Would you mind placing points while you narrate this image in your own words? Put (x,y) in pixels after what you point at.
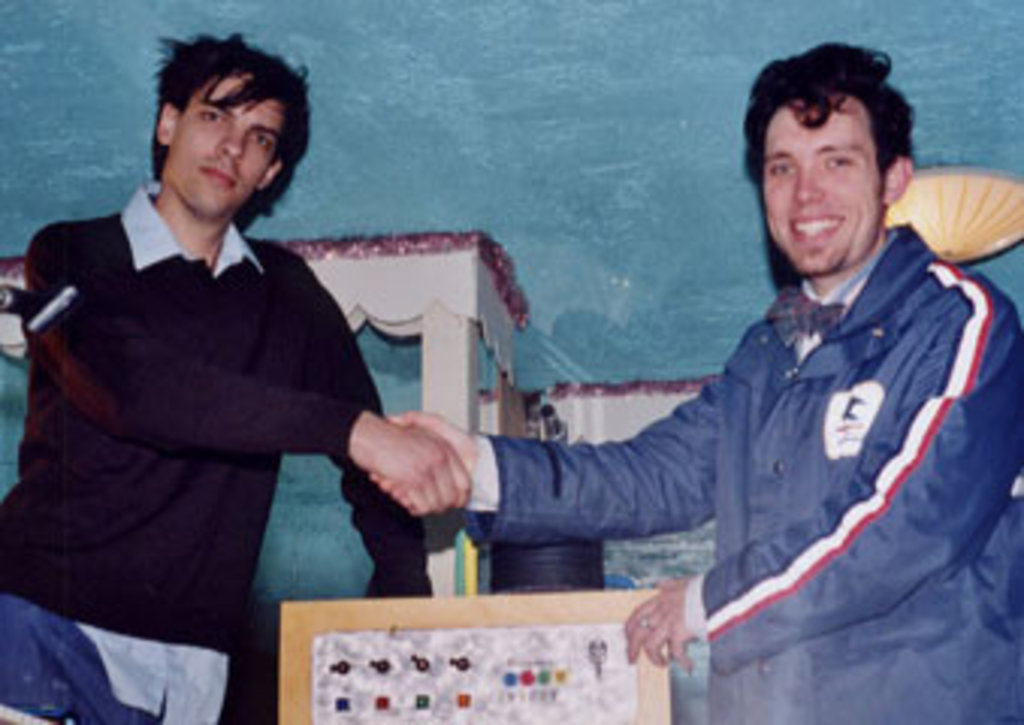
In this image there are two persons (376,554) standing and handshaking each other, a person (635,470) holding a board (328,679), and in the background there is a table (475,362) and some other objects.
